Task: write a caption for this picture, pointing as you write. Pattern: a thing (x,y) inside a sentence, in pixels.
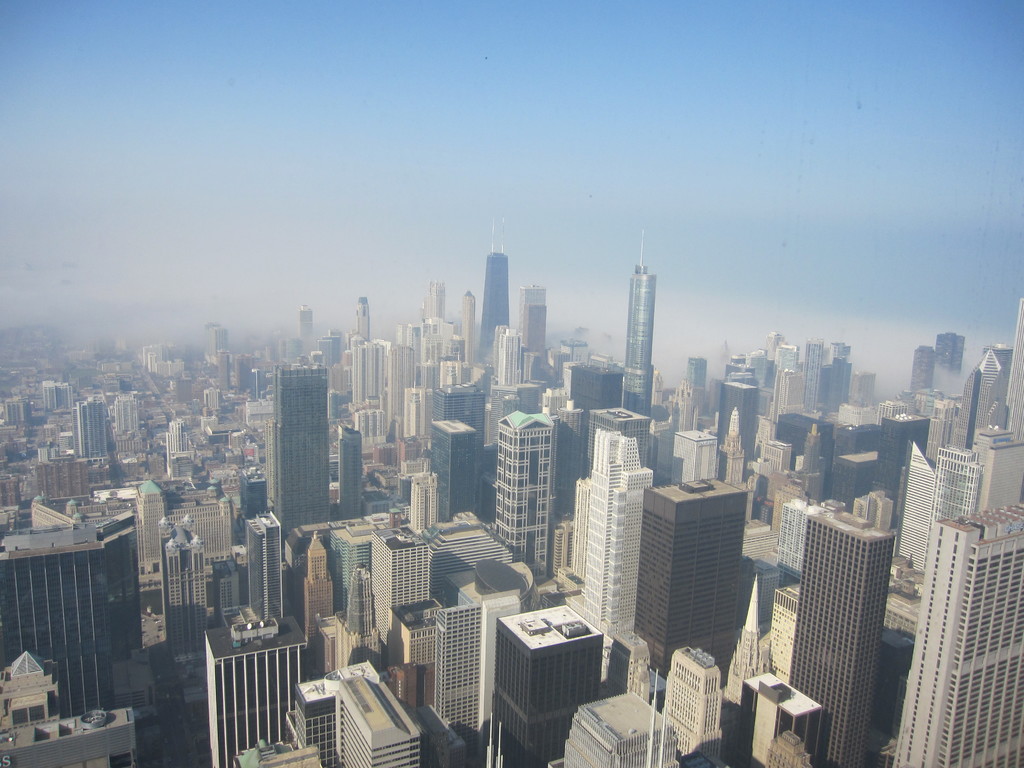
These are the very big buildings (570,543), at the top (597,69) it's a sky (638,54).
